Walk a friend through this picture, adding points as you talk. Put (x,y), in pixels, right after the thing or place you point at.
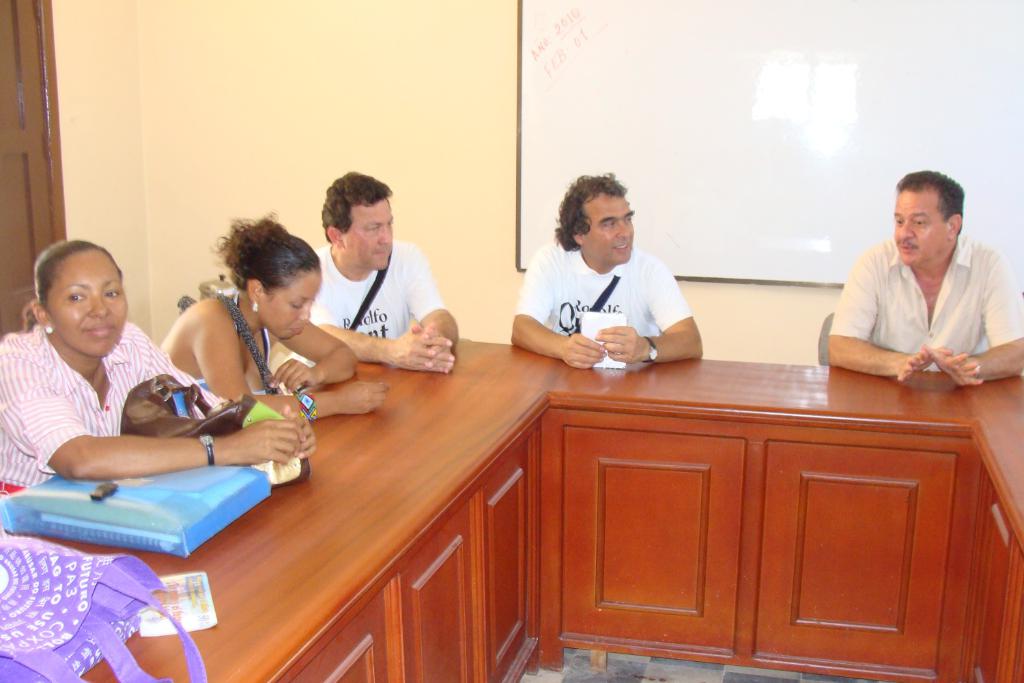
In this picture we can see a few persons (449,366) are sitting in a room (159,153). We can see a table (678,491) and some objects (622,366) on it and there is a wall (137,94) and we can see the white board (536,82) attached to a wall (805,303) and there is a some text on it.
